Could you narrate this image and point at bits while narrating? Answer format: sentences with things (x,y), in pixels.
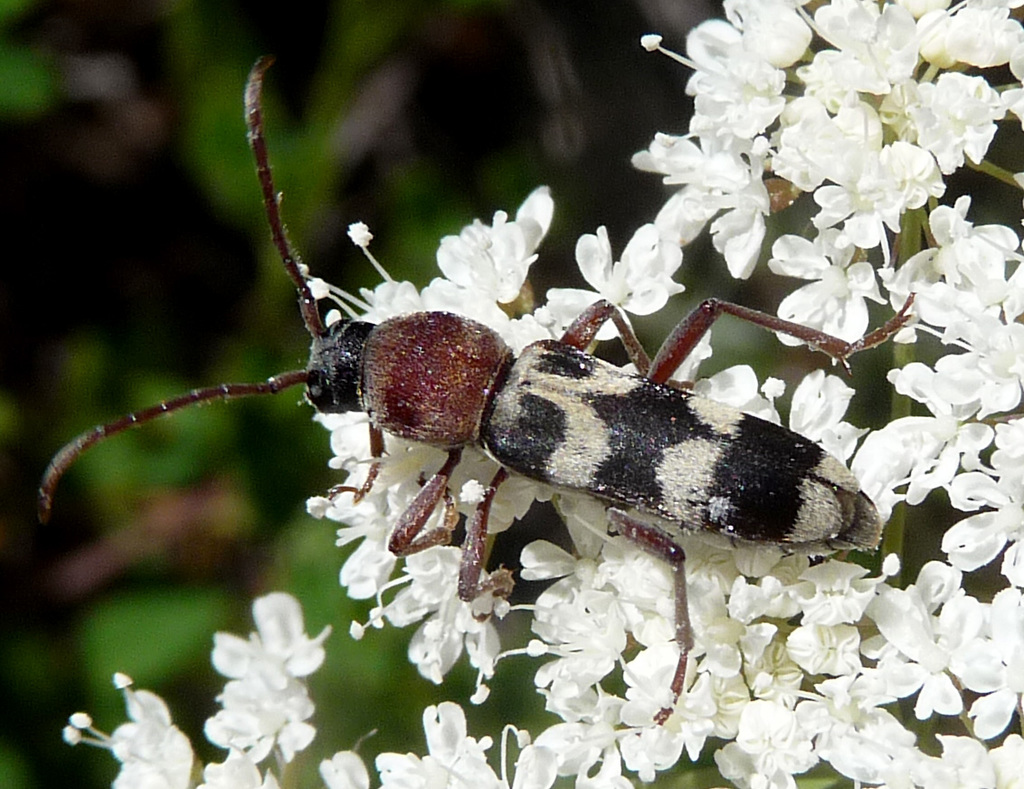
There is an insect (598,415) on the flower (780,656).
